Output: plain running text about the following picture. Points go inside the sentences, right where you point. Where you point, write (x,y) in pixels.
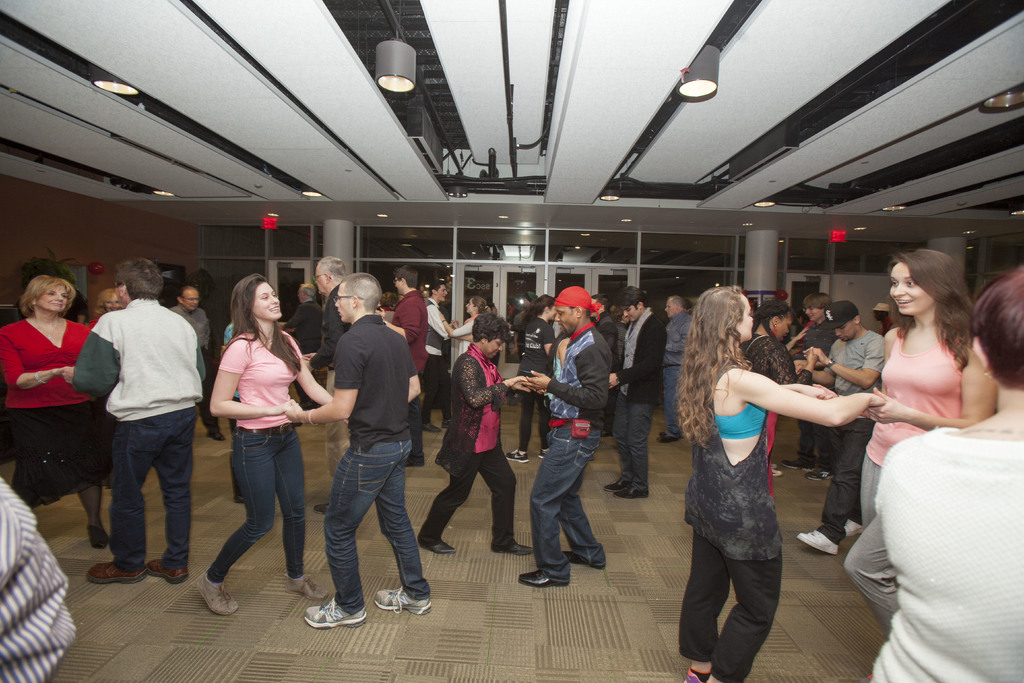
In this image we can see many persons (356,381) dancing on the floor (280,658). In the background (499,285) we can see doors (537,285), pillars (760,280). At the top of the image (694,101) we can see lights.
